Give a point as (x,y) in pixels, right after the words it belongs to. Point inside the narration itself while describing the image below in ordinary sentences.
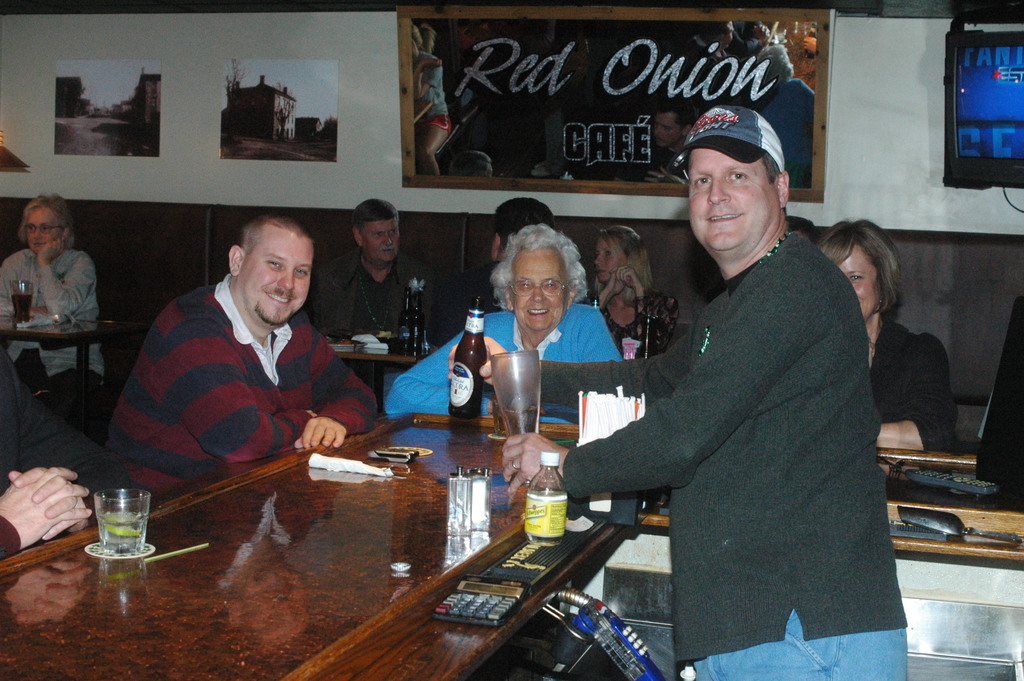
Board (560,115), television (993,101) and posters (229,108) on wall (210,35). Most of the persons (360,305) are sitting on chairs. In-front of them there are tables (288,567), on this tables (361,509) there are bottles (404,334), glasses (14,289), calculator (491,598) and remote (960,484). This man (762,434) wore cap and holding glass (503,397) and bottle (471,344). These persons (523,341) are smiling.
